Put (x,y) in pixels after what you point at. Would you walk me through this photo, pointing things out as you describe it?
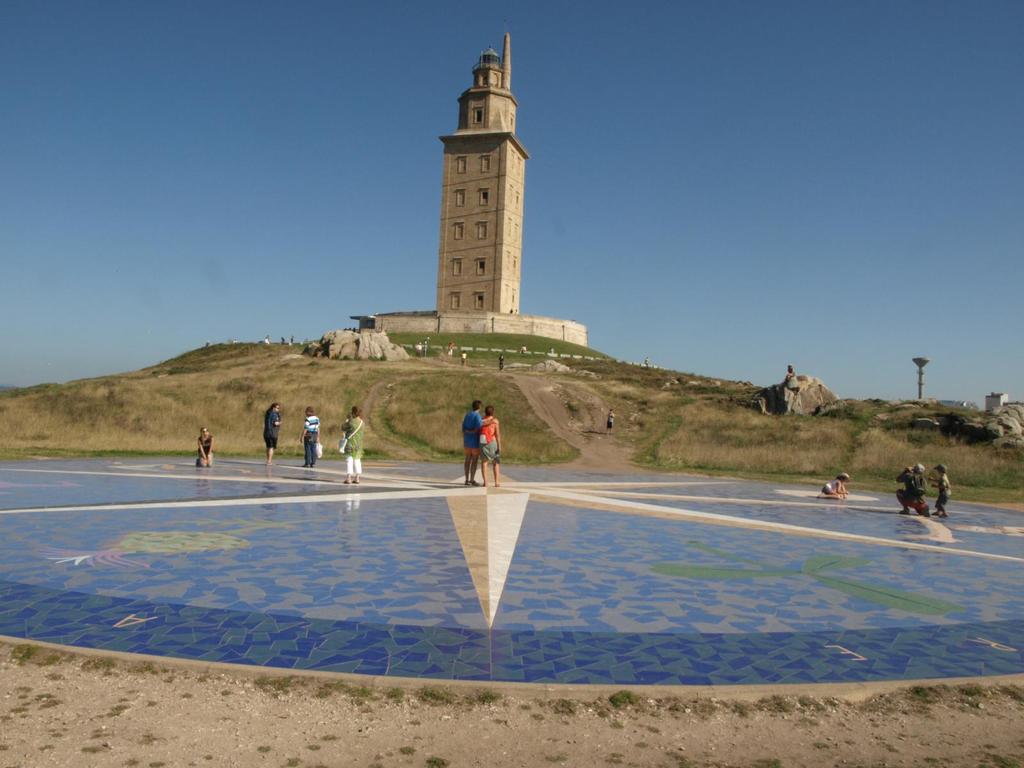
In this image there is a pillar (502,255) on the hill (481,355), in front of the pillar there are some stones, persons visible on the floor (904,543), at the top (620,183) there is the sky (869,188). On the floor (127,625) there is a design (349,639).
